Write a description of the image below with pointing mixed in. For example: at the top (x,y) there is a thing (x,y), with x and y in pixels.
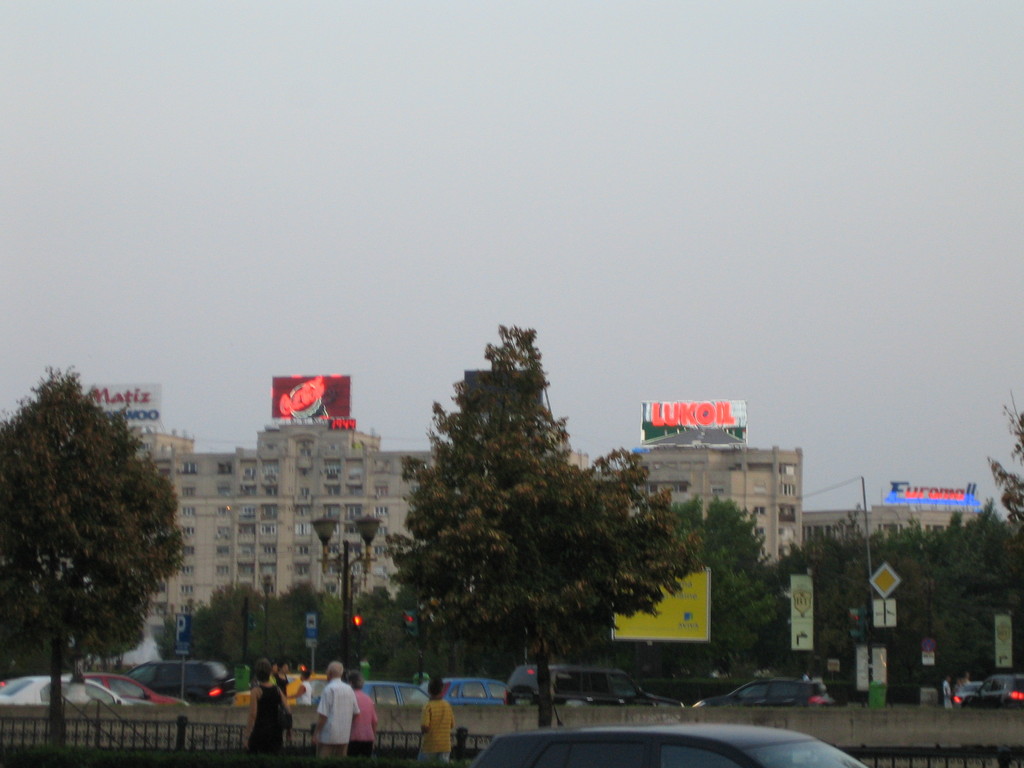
In this image we can see motor vehicles (562,689) on the road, grills (298,746), persons (340,708) walking on the road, trees (717,673), street poles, street lights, sign boards (802,590), advertisement boards (731,409), name boards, buildings (801,523) and sky (660,282).
